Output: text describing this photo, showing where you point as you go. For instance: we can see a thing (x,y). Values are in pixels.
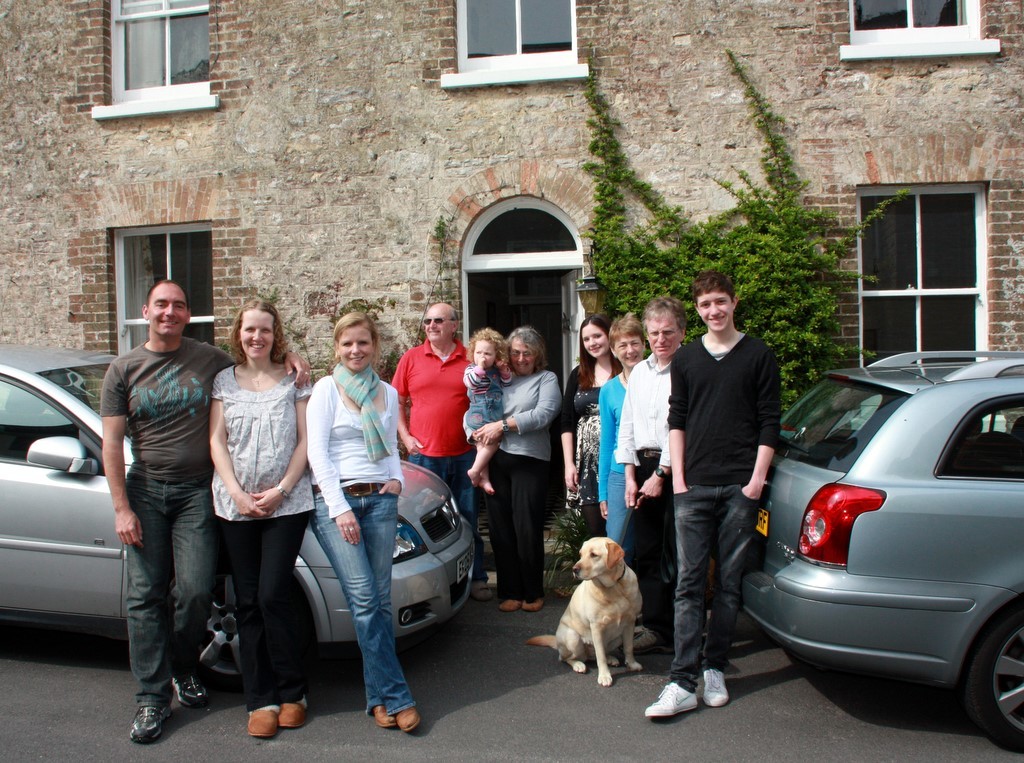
In the image we can see there are people (623,410) who are standing and there are two cars (5,450) parked on the road (636,680) and behind them there is a building (762,67) and on the road (622,659) there is a dog (603,632) sitting.
